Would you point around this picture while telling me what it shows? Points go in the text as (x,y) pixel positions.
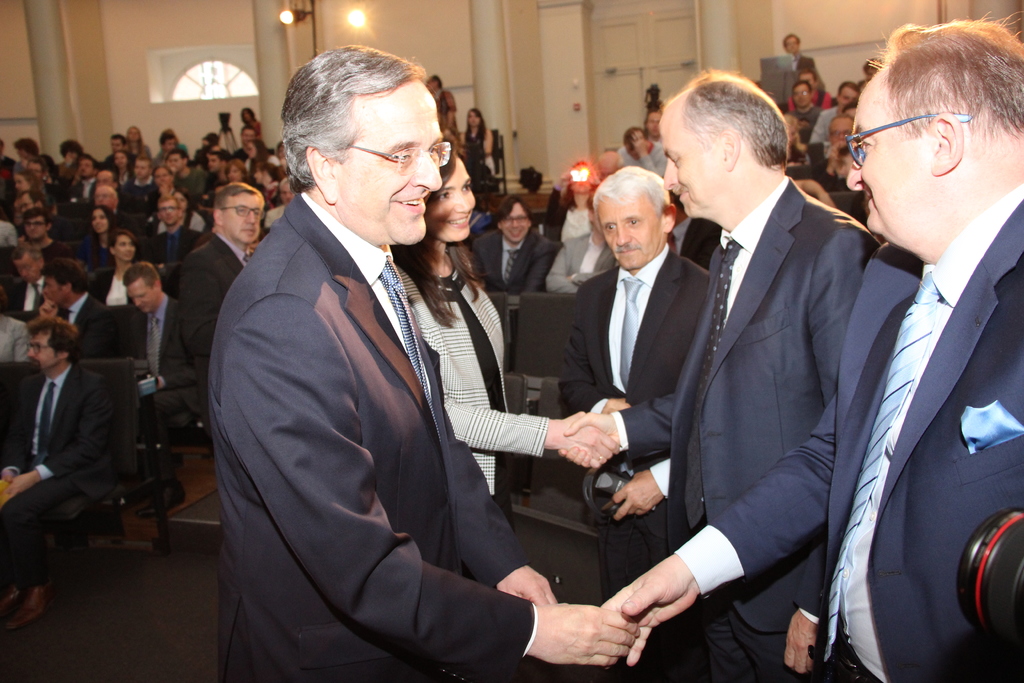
In this image, we can see a group of people (925,470) are standing. Few are smiling. Here we can see few people (651,459) are shaking their hands (674,557) with each other. Background (38,512) we can see chairs (575,516), people (23,456), walls (559,97), pillars (489,5), lights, doors (611,95) and few things (771,71).
